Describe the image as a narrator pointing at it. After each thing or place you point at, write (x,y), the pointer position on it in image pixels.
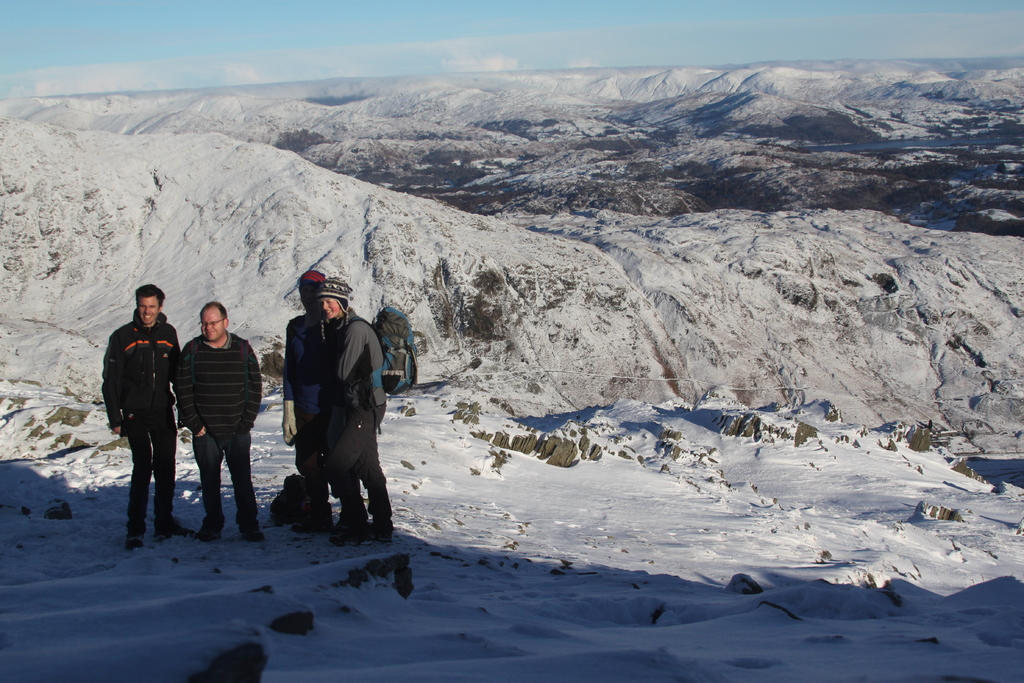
In this picture, we see four people (329,417) are standing. All of them are smiling and they are posing for the photo. At the bottom (593,541), we see ice (690,590). In the background (460,176), we see the hills (535,161) which are covered with the ice (748,230). At the top (347,42), we see the sky (319,45), which is blue in color.
